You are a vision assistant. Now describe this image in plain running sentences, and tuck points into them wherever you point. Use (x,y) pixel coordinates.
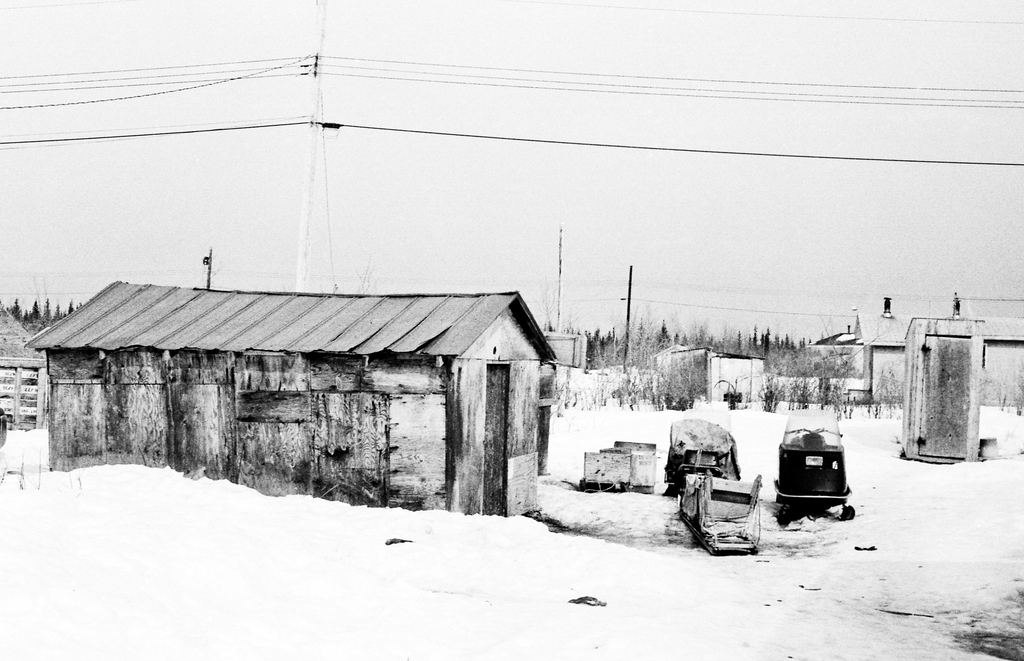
There is a house (403,408), these are trees (812,373) and poles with the cables (765,93), this is sky (813,219).
